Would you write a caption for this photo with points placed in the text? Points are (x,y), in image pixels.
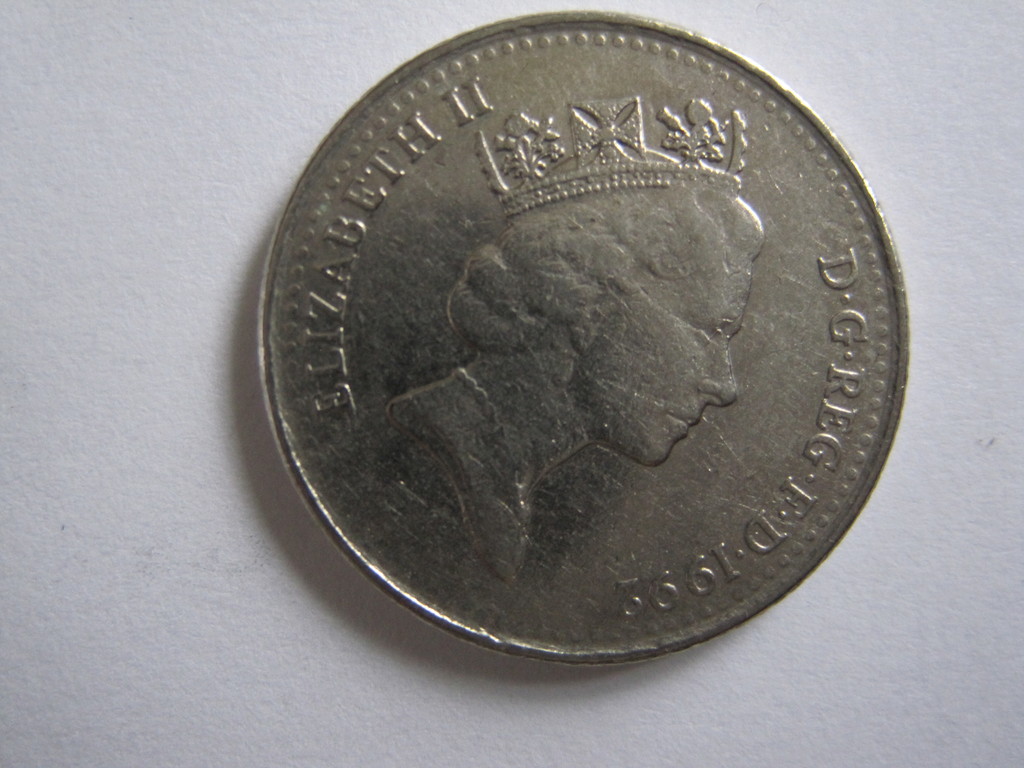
In the image there is a coin (449,390) kept on a white surface (105,542).
